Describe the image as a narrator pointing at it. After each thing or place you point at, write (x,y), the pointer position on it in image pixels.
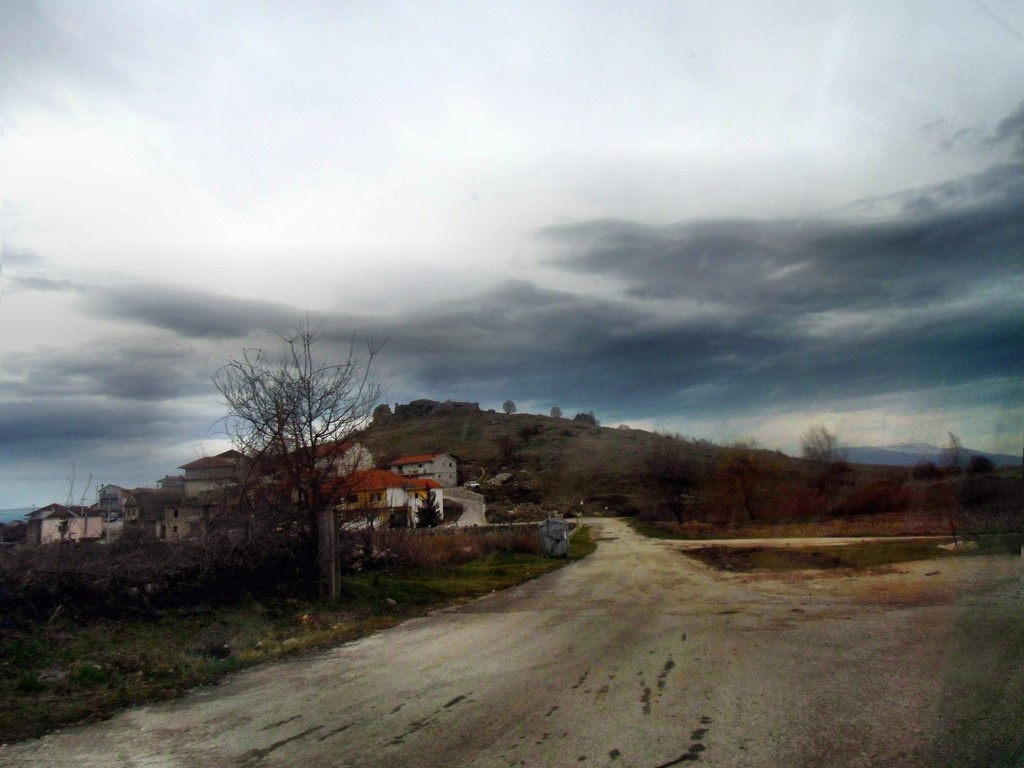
In this picture we can observe a path (610,642). There are houses (191,522) on the left side (238,467). We can observe some trees (281,528) and plants (76,656) on the ground (180,610). In the background (455,451) there is a hill (522,434) and a sky (378,303) with black color clouds (667,364).
